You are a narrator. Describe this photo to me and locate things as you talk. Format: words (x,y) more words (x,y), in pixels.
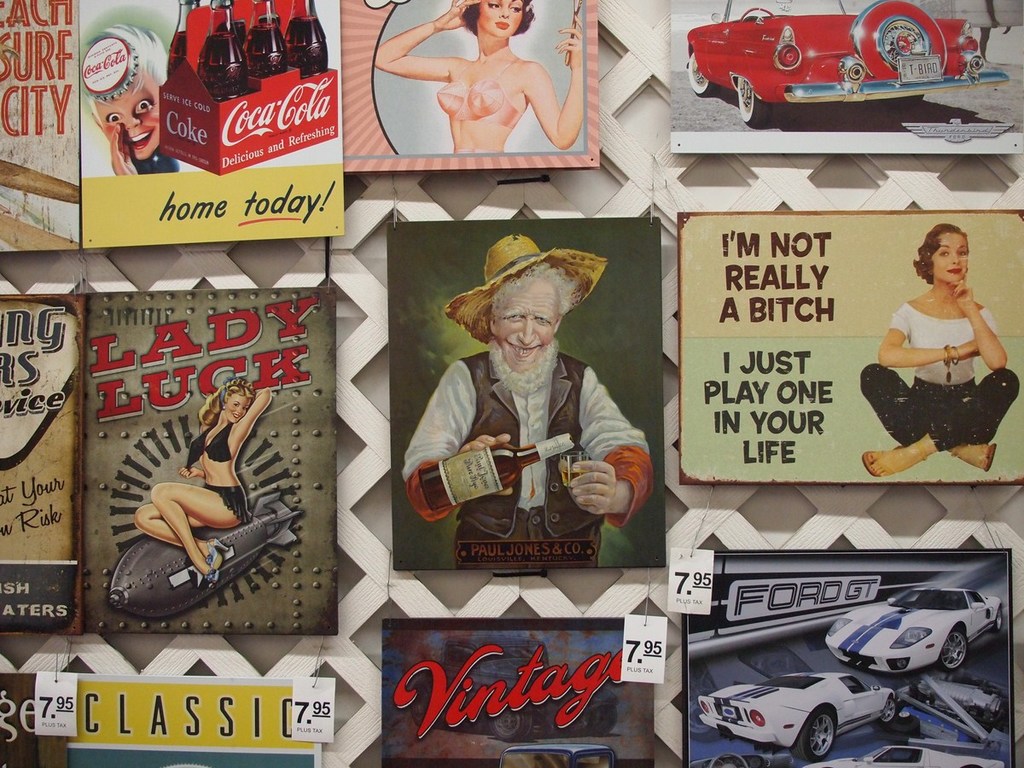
In this image I can see there are group of posters (363,156) attached to the fence (422,215), in the posters (503,252) I can see person images (575,296), vehicles (843,705), bottles (250,53), text (182,115) visible.
